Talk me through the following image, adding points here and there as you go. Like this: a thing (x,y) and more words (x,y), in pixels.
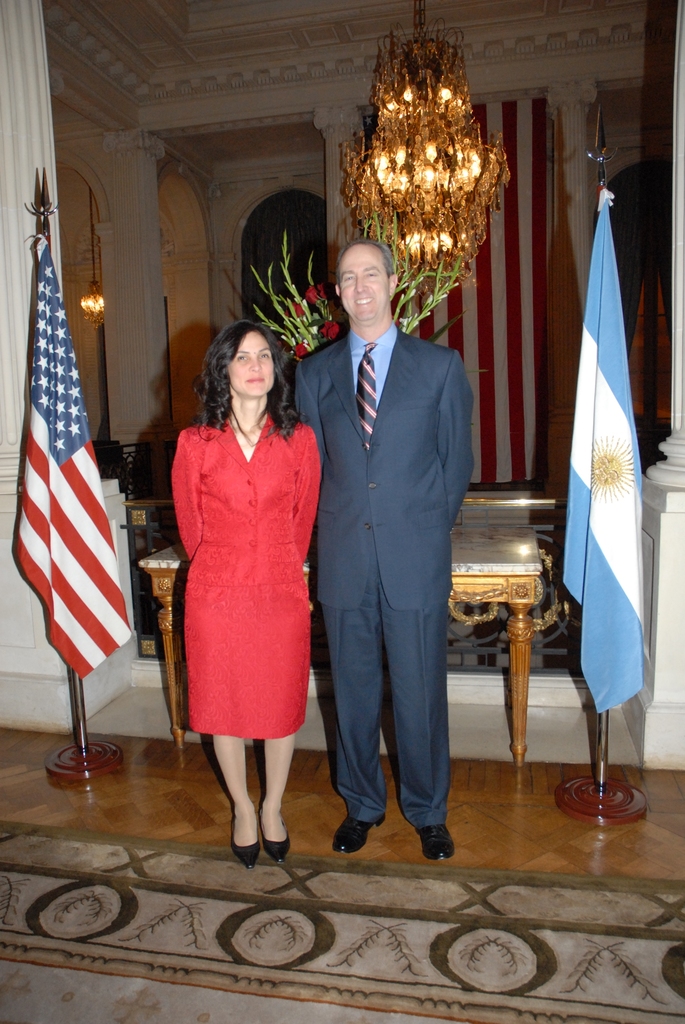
In this image I can see two persons (419,685) standing. I can see two flags (611,381). I can see a table (522,700). At the top (402,175) I can see a chandelier (454,158).
